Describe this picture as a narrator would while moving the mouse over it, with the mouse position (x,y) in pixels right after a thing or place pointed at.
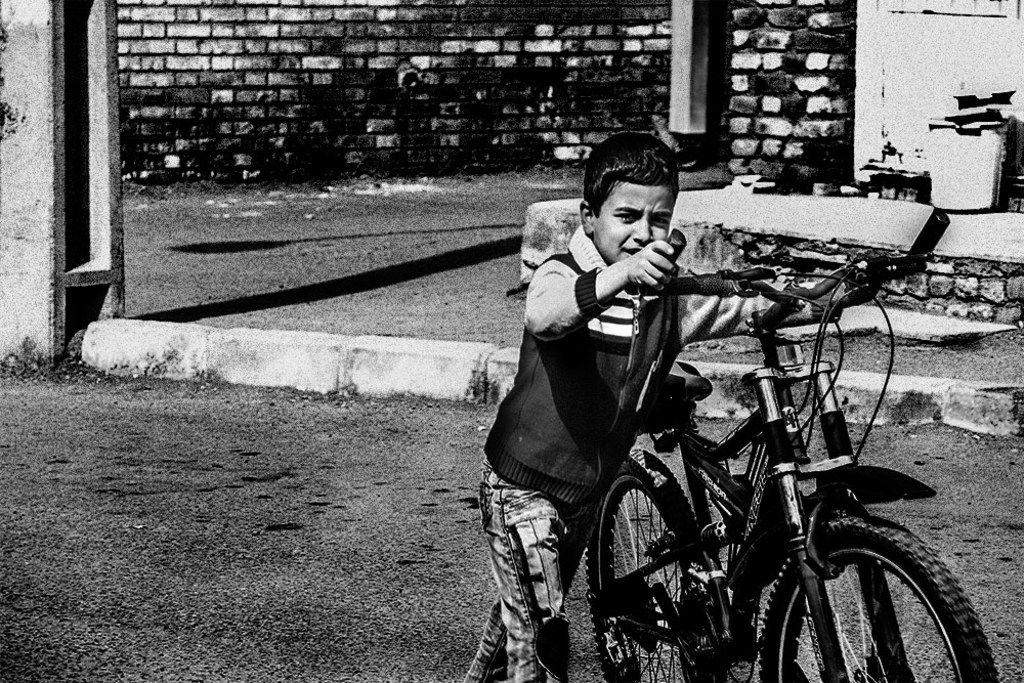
In this black and white picture a boy (535,435) is holding a bicycle (762,480) and he is walking on the road (335,536). Few objects (922,186) are on the floor (959,221). Left side (16,284) there is a pillar (43,129). Behind there is a brick wall (477,121).
